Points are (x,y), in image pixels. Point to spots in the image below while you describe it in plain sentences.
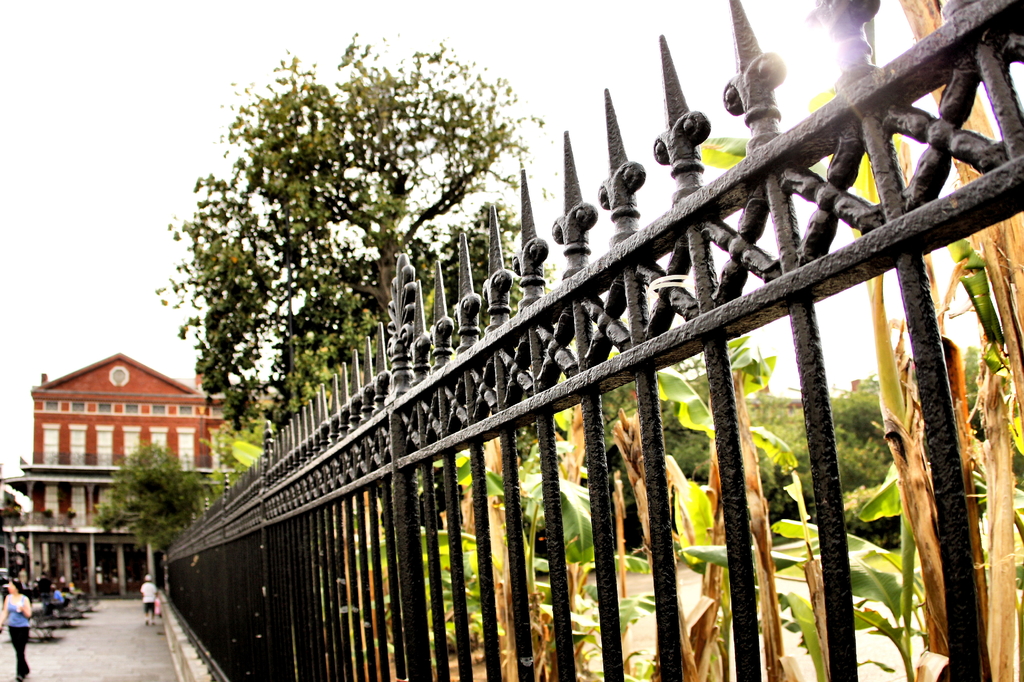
In this image we can see a railing (283,538), few trees (168,452), building (107,481), persons (23,592) walking on the road (108,623) and the sky (156,200) in the background (548,139).
